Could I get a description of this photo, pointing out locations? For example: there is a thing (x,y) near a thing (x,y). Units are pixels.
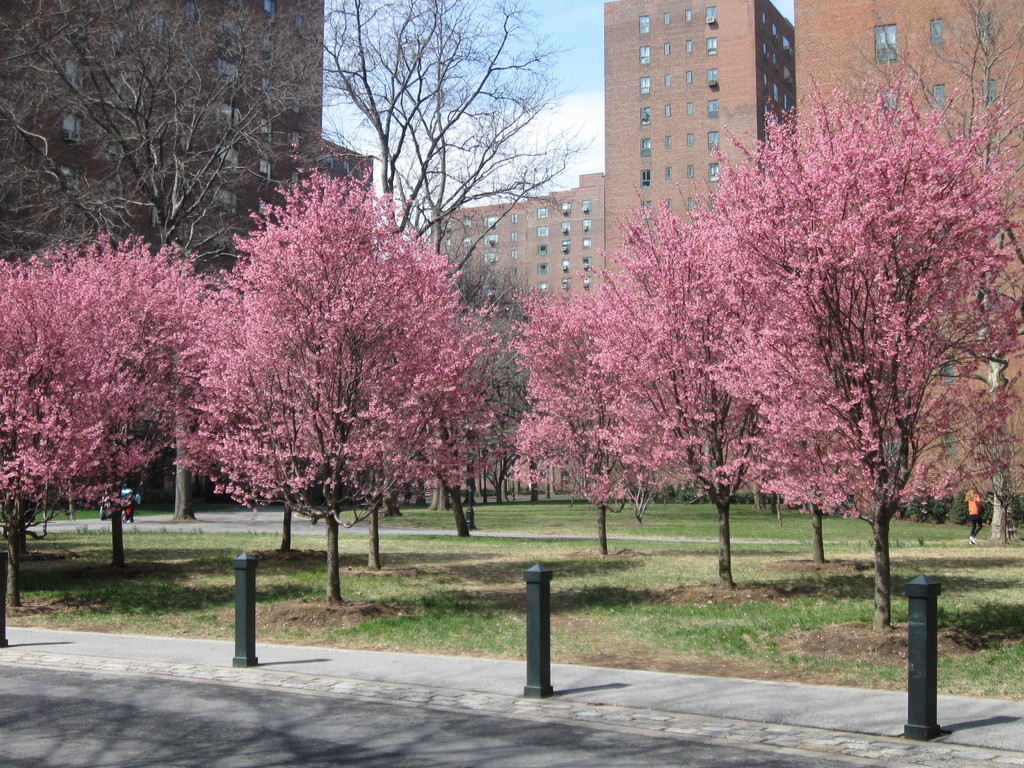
As we can see in the image there are trees (449,348), buildings (760,19), grass (201,563) and sky (567,108).
